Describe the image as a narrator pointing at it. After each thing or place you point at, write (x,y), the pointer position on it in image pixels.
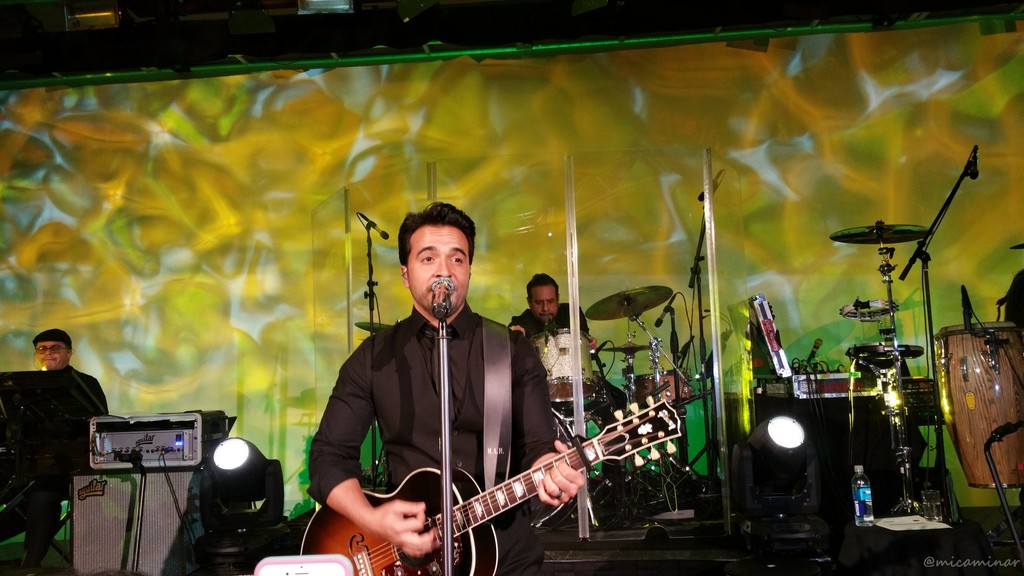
On the background (406,156) we can see screen (555,116). Here we can see a man (454,356) in front of a mike (439,317) and playing guitar (467,538). We can see drums (960,368), cymbal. This is a bottle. At the left side of the picture (50,368) we can see a man (69,351) sitting wearing a cap (66,339). This is an electronic device (175,436). These are lights (766,451).
